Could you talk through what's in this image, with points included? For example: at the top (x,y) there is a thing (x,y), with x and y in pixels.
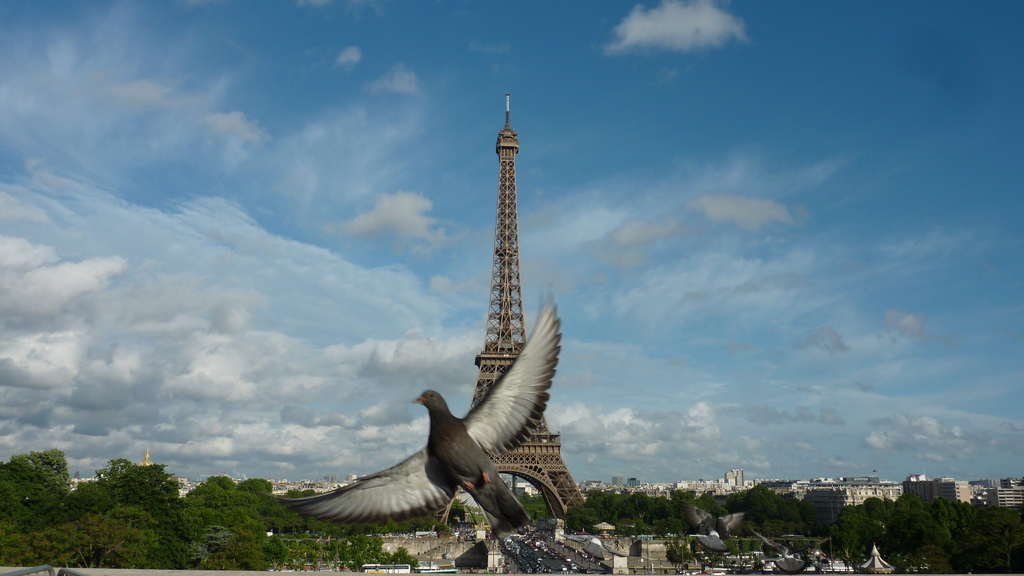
In the middle of this image (502,231), there is a tower (531,475) on the ground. At the bottom of this image (480,411), there is a bird (462,463) flying in the air (452,372), there are buildings (953,495) and trees (952,522) on the ground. In the background (143,306), there are clouds (389,295) in the blue sky (726,88).
